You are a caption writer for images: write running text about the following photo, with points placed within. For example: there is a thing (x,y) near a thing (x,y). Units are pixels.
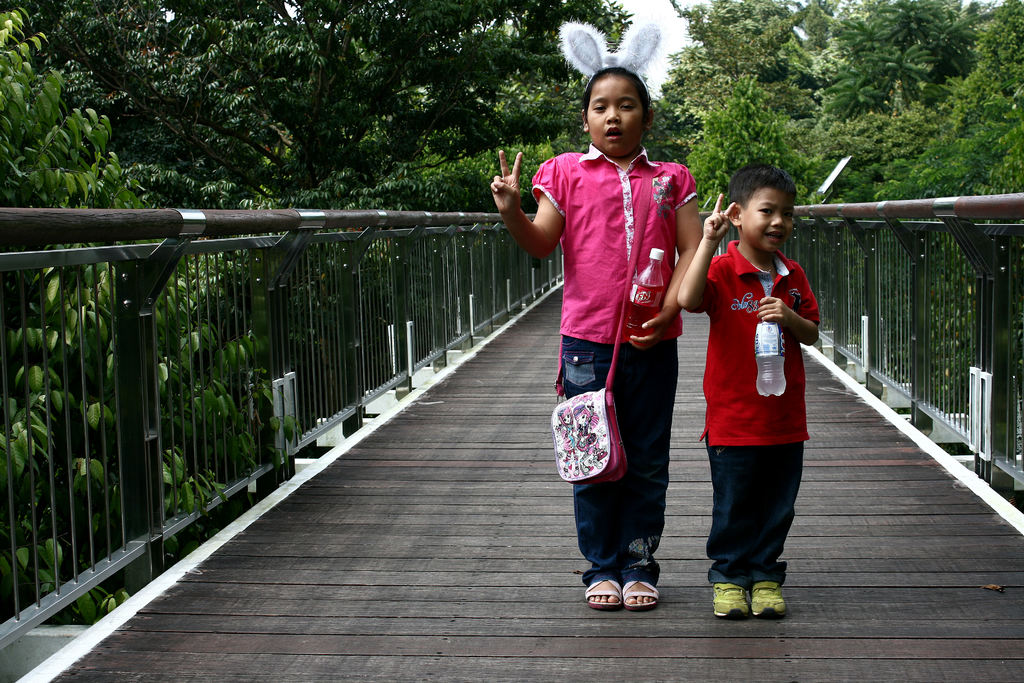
In this image in the front (681,260) there are persons (610,257) standing and holding objects (658,288) in their hands (672,313). On the left side (258,258) there is a railing (283,262) and behind the railing (375,215) there are trees (295,162). On the right side (914,259) there is a railing (925,271) and behind the railing (920,204) there are trees (962,113). The persons (749,263) standing in the center (670,334) are showing symbol (514,196).
